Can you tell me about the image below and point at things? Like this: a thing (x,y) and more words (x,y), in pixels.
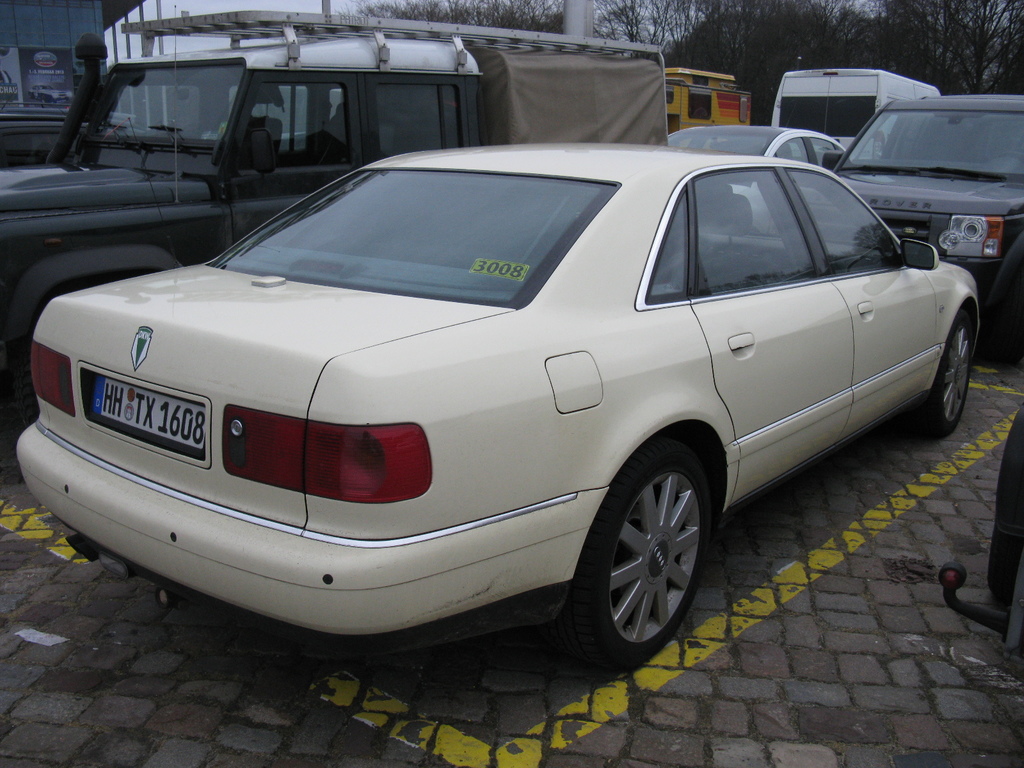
In the image there are different vehicles (536,90) parked in an area (677,643) and in the background (700,34) there are trees (853,50).
